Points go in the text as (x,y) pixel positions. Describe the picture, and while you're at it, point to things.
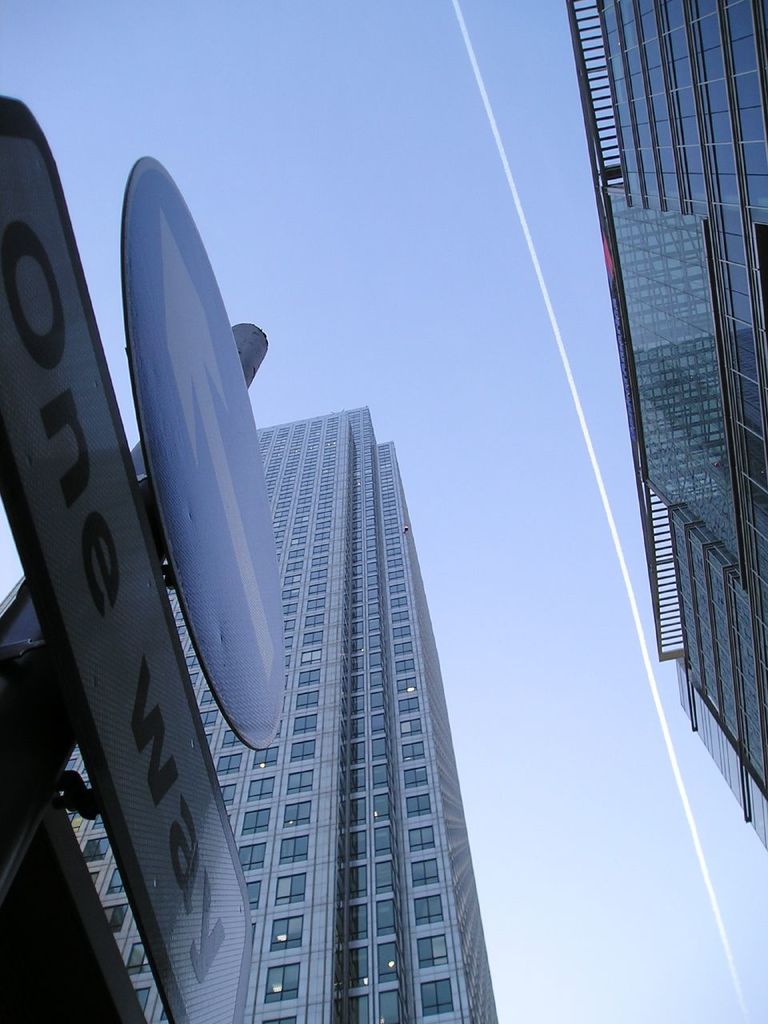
Sky (458,219) is in blue color. Here we can see buildings (724,331), glass windows (729,136) and signboards (191,556).
